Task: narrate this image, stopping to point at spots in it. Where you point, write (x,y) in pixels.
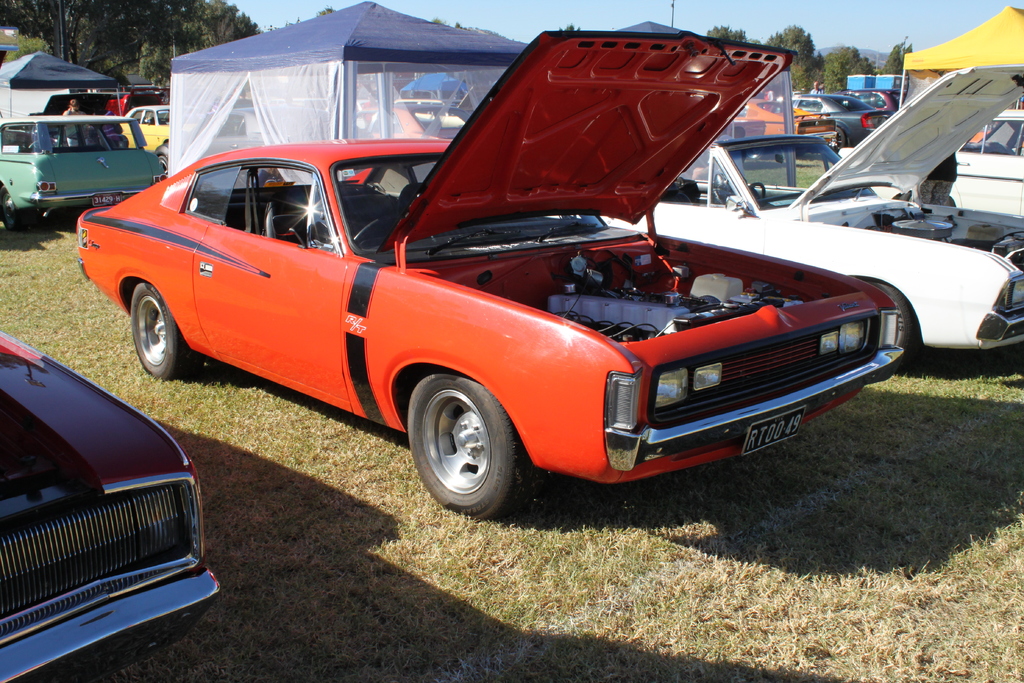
In this image I can see a car (430,321) which is orange and black in color on the ground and I can see few other cars (836,233) around it. I can see few tents (341,64) which are blue and white in color and to the right side of the image (924,51) I can see another tent (966,53) which is yellow in color. In the background (949,38) I can see few trees (108,27) and the sky (488,16).
